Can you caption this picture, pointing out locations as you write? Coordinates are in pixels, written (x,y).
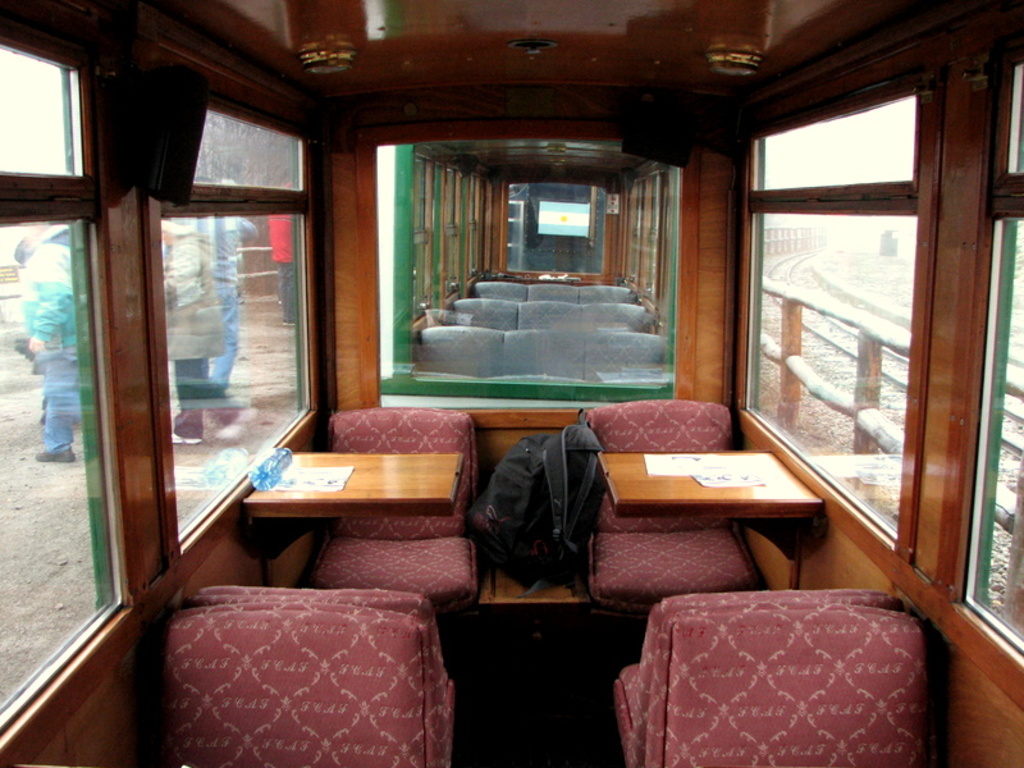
In this picture we can see chairs (441,540) and in front of it table (615,471) and on table (378,463) we have bottle (269,474), papers (651,461) and beside to the chairs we have bag (526,467) and from window (591,355) we can see persons (191,326), fence (873,353), railway track (888,362), flag (580,233), seats (549,286).
